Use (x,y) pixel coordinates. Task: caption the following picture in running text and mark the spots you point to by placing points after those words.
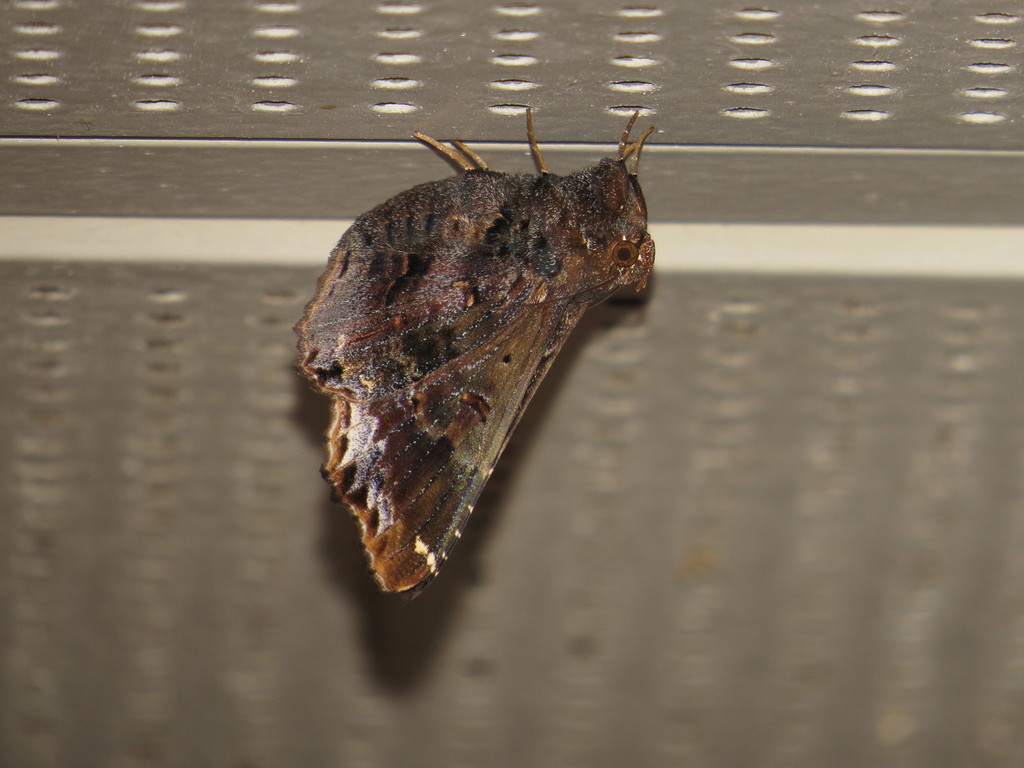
In this picture we can observe an insect (404,375) which is in brown color. We can observe a silver color surface (228,178) in the background (257,111).
